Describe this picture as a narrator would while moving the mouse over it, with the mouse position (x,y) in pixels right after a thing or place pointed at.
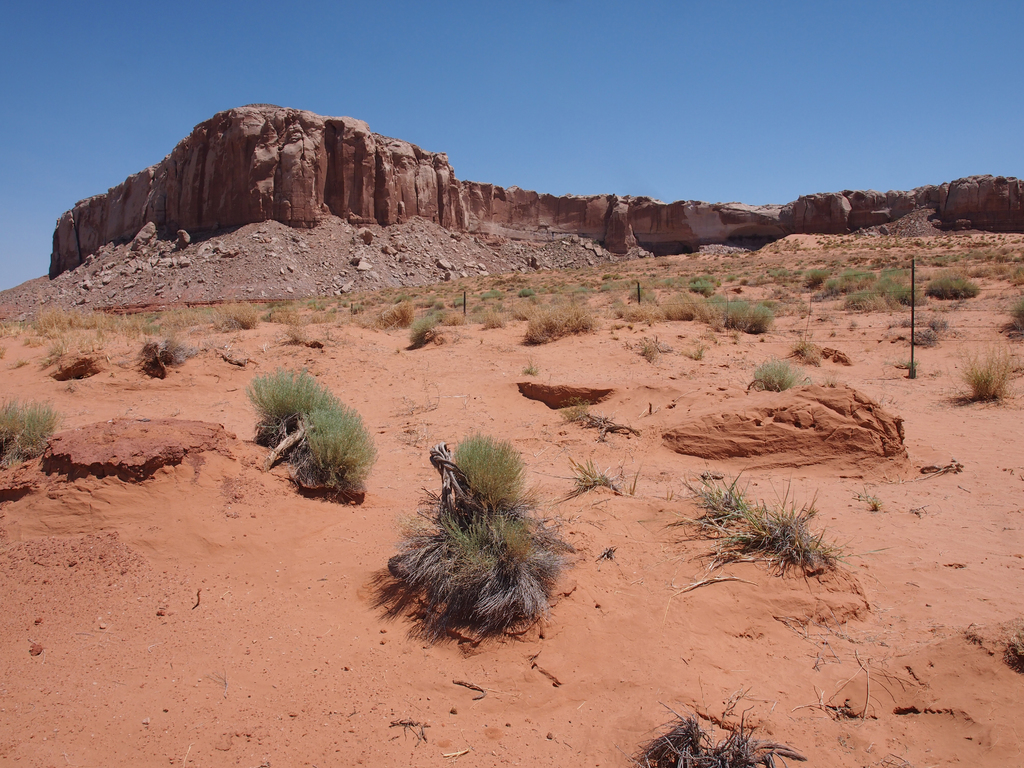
In this image we can see ground (991,539), grass (672,744), rods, and rock (387,226). In the background (555,88) there is sky (980,46).
